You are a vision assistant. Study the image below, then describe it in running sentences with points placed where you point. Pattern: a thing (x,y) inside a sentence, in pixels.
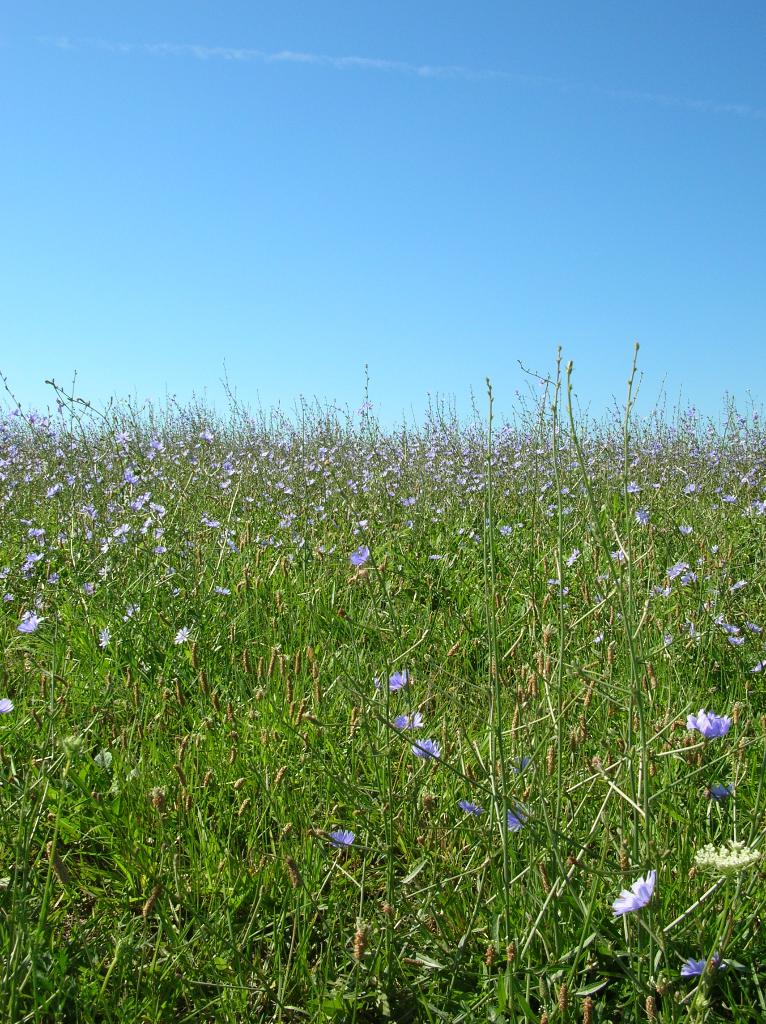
We can see plants (545,823) and flowers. We can see sky (236,317) in blue color.
